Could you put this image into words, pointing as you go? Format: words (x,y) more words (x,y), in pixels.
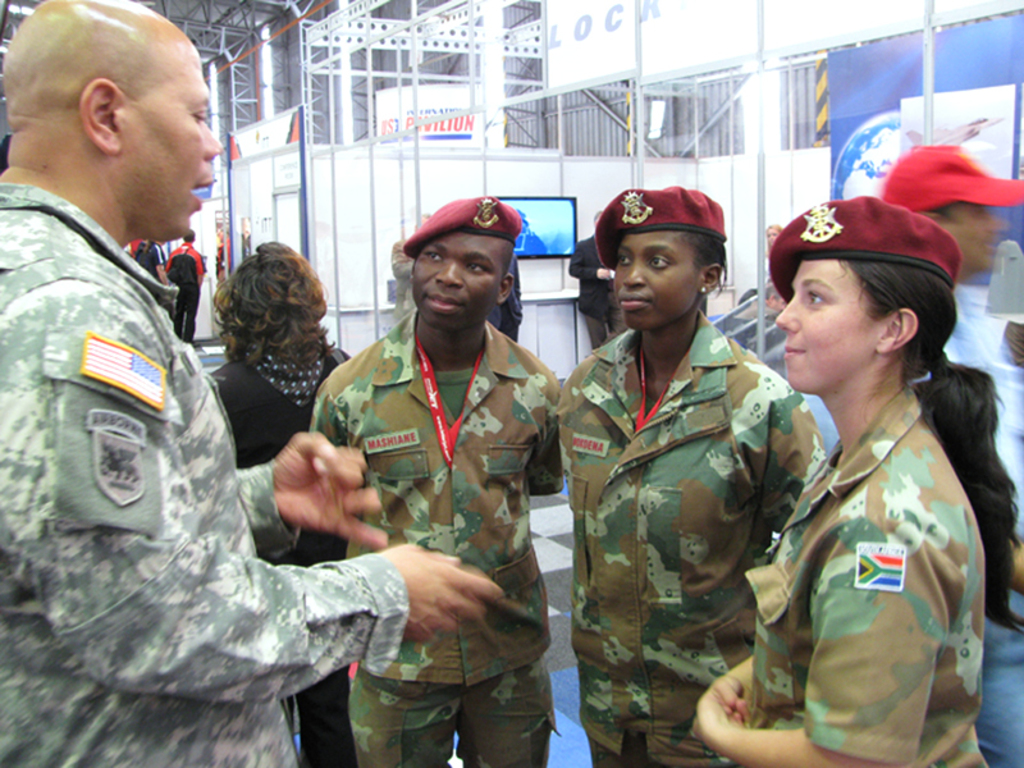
In this image there are group of persons (335,452) standing, in the foreground (156,176) the person (237,576) who is standing and he is talking. In the background (406,126) there are some poles (507,141), boards (574,192), television (565,242) and some doors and some other objects (502,137). At the bottom (556,520) there is floor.
